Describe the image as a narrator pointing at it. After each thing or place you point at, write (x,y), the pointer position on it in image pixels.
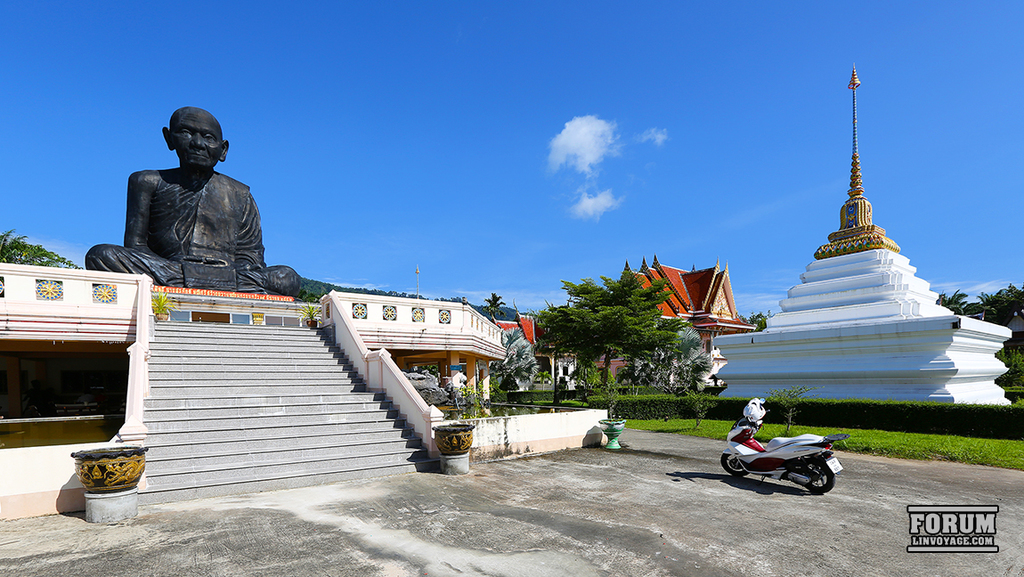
In this image a person statue (174,258) is on a building (206,317). Before the statue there is a wall (70,295) having staircase (209,428). On both sides of the staircase (291,469) there are pots (451,432). Right side (840,437) there is a bike (820,483) on the road (659,507). Few plants (737,405) are on the grassland (896,436). Background (511,365) there are few buildings (961,336) and trees (581,330). Top of the image (547,155) there is sky (566,157) with some clouds (588,161).
